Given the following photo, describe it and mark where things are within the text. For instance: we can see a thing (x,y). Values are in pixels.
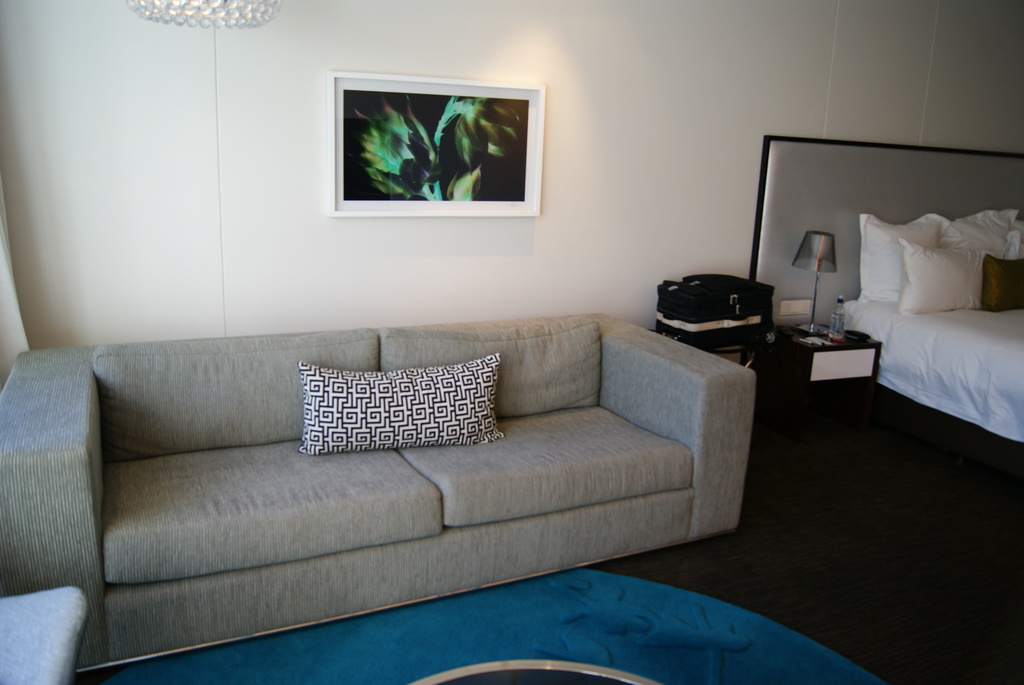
Here we can see a sofa set (365,536) on the floor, and at side here is the cot (976,313) and pillows (961,298) on it, and at back (521,47) here is the wall (390,234) and photo frame (436,167) on it.
